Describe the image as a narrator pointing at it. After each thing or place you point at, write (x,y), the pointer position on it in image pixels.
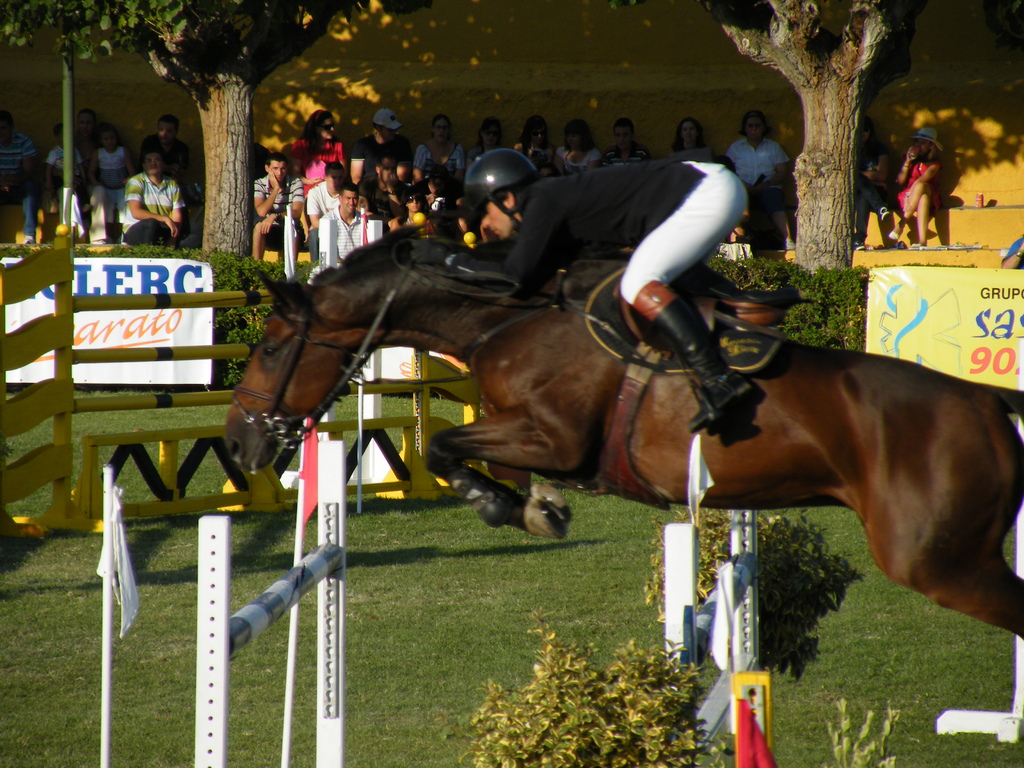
In this picture we can see a person (665,255) riding a horse (575,403), at the bottom (470,591) there is grass (432,570), we can see some plants (239,336) here, in the background (351,169) there are some people (365,182) sitting on stairs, we can see a wall (525,45) here, there are two trees (831,88) in the middle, on the right side (930,325) there is a hoarding (968,326).
